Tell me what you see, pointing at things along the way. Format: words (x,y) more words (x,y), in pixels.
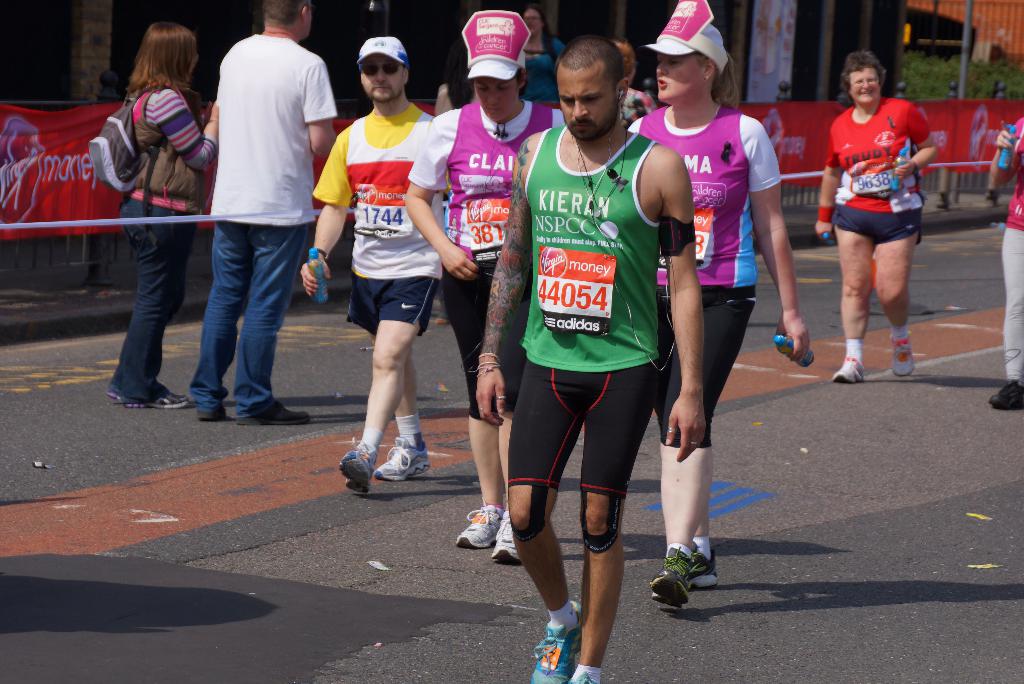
As we can see in the image there are few people (535,285) walking here and there, banner (70,160), trees (927,70) and buildings (347,18).
